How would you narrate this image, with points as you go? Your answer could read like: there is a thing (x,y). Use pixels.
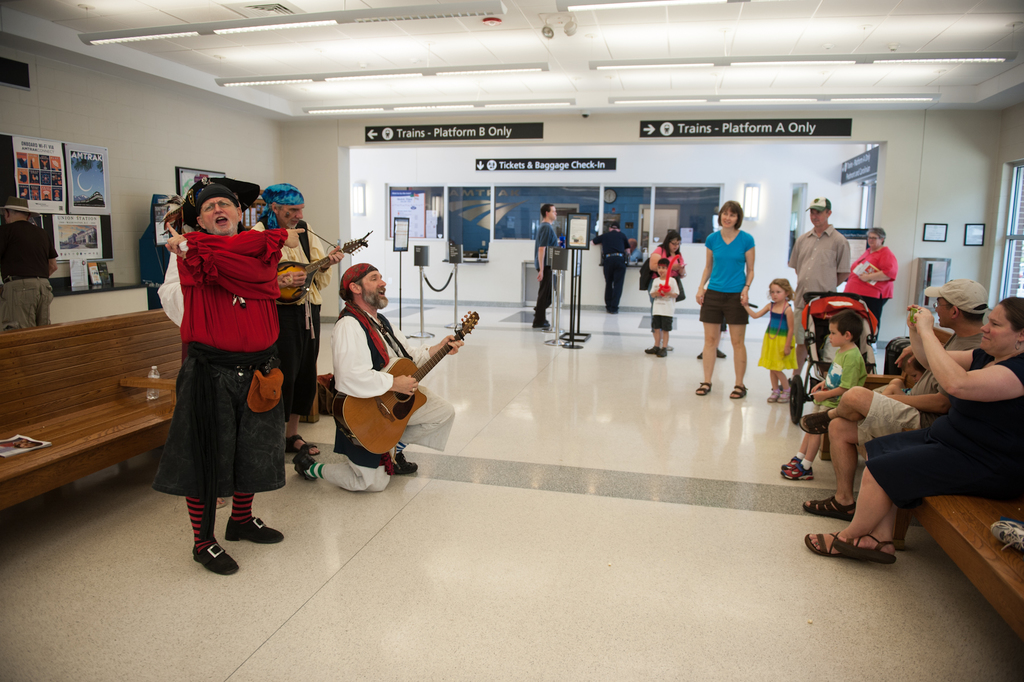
at the left (262,310) people (311,309) are performing. 2 people (304,323) are playing guitar (399,415). at the right (909,419) people (956,479) are sitting and watching them. at the back (726,278) there are people (889,296) standing. at the top (449,75) there are lights (420,110).
